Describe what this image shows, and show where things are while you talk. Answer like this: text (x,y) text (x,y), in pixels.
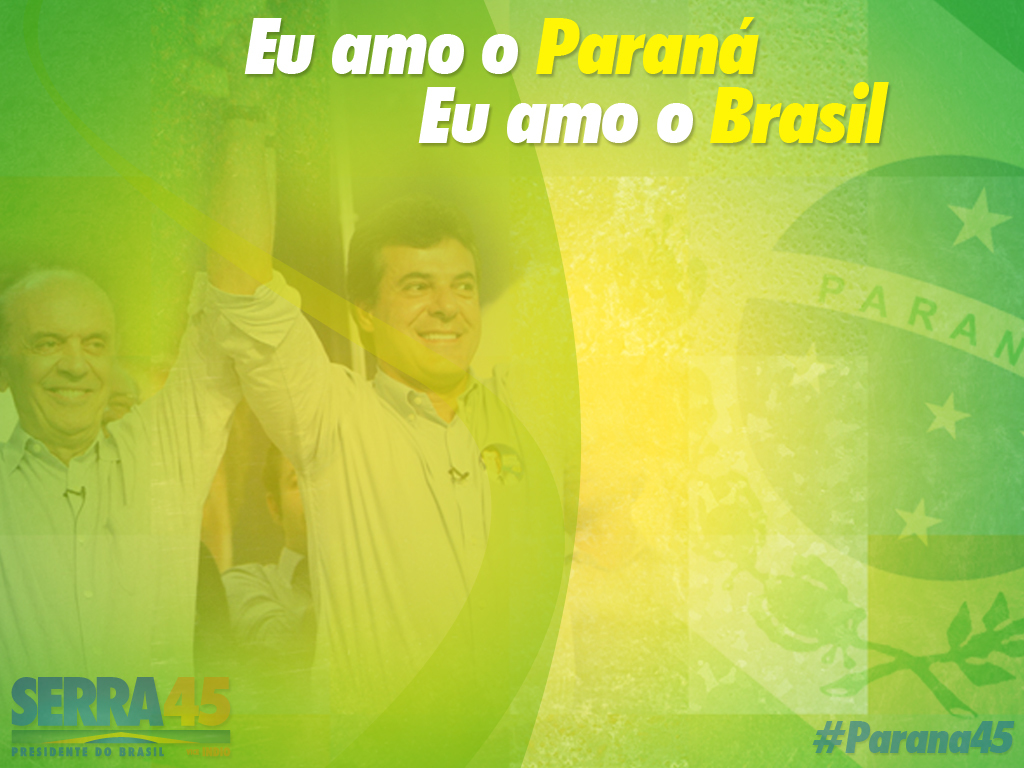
In this picture we can see poster (488,429), in this poster (523,458) we can see people (440,380) and some text (223,706).
